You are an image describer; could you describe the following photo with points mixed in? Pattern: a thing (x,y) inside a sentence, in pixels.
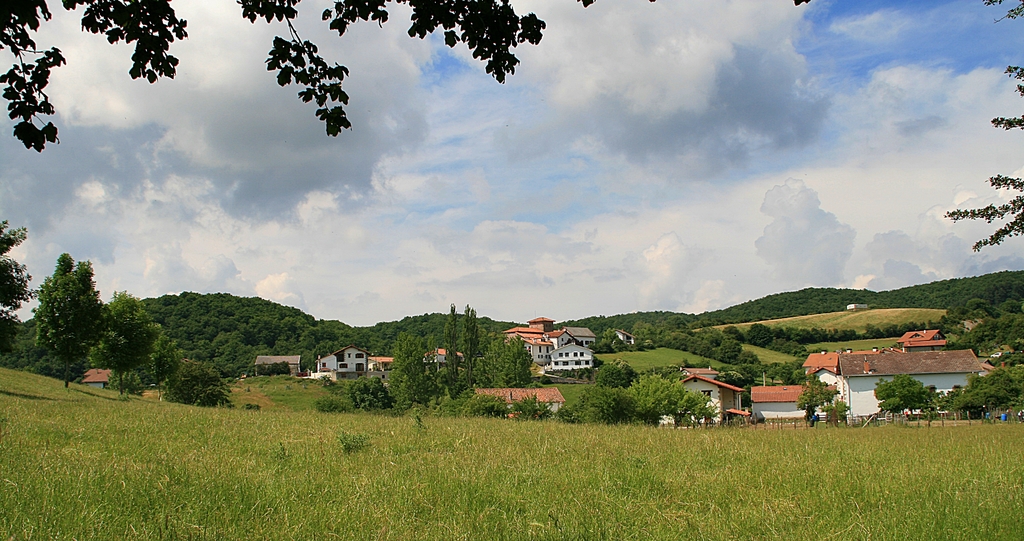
In this picture we can see some grass (684,464) on the ground (389,471). There are few trees (352,390) and buildings (936,372) in the background (949,360). Sky (574,284) is cloudy.
